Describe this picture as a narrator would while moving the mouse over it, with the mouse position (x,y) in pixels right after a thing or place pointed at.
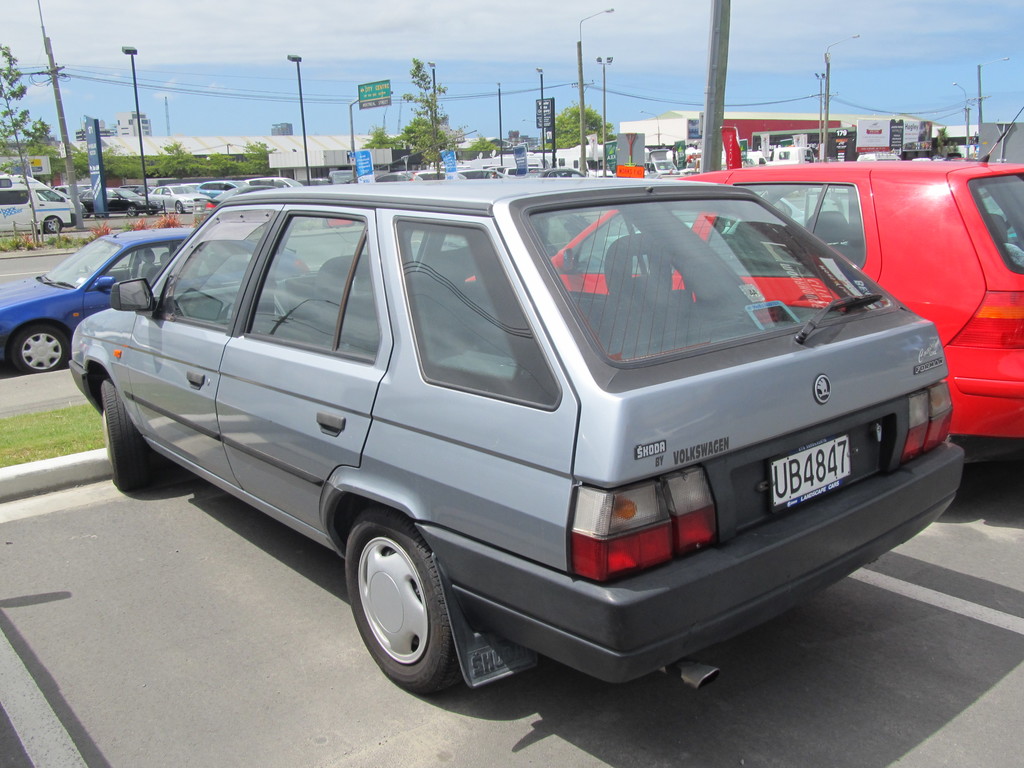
In this image in front (224,285) there are cars (430,339) parked on the road (37,258). We can see buildings (676,127), trees (152,158), street lights (585,133), sign boards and grass (82,418) on the surface (62,433). In the background (814,52) there is sky (927,23).
